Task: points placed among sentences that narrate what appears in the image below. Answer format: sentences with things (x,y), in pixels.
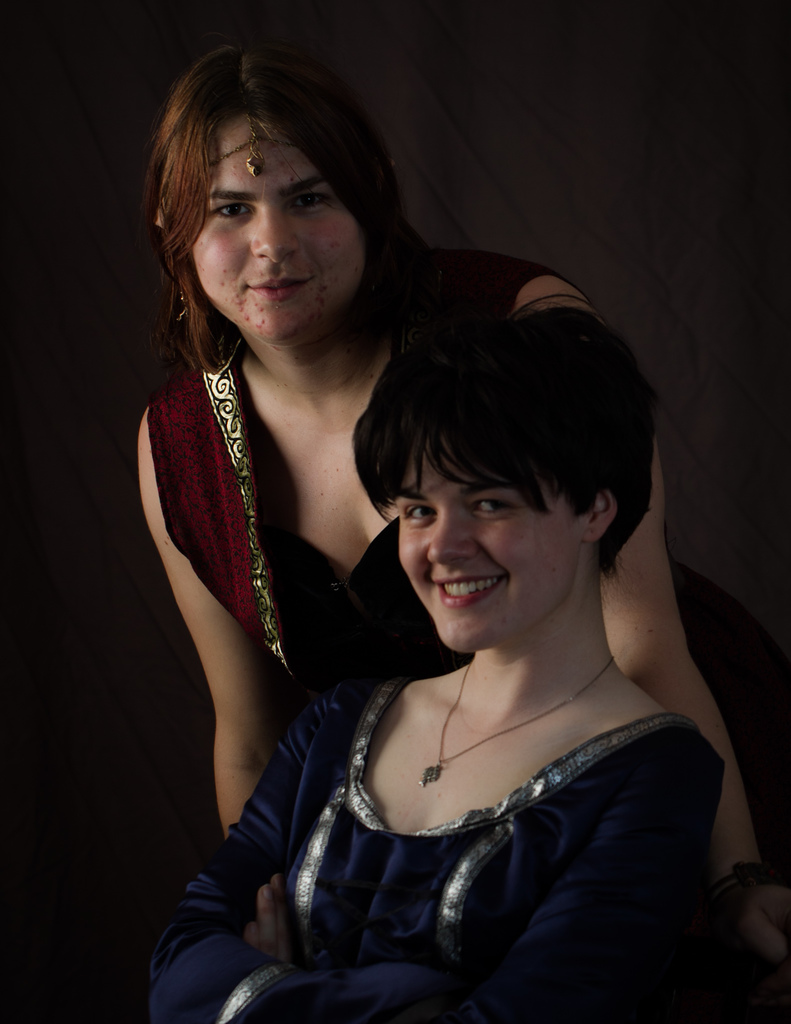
In this image we can see two people (411,605), a person (469,825) is sitting and a person (286,267) is standing behind the person (563,431).
